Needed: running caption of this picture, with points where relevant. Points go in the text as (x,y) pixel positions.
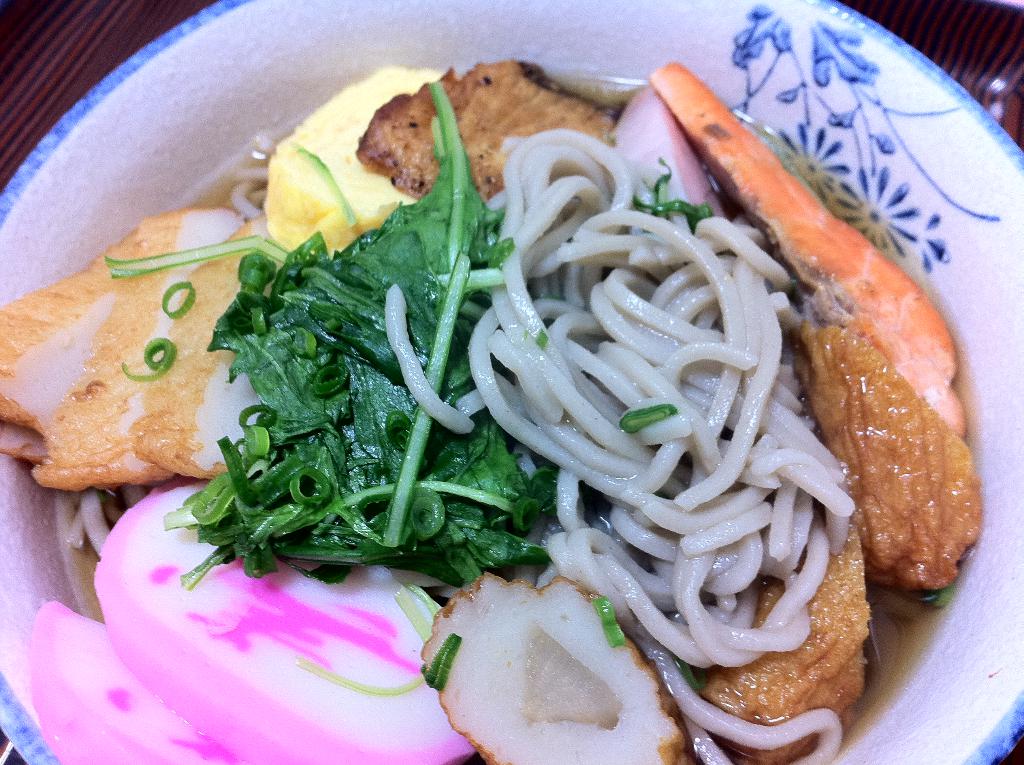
In this image we can see few dishes (603,386) and vegetables (480,509) in a bowl (584,404), there we can also see a bowl (640,396) placed on a table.
